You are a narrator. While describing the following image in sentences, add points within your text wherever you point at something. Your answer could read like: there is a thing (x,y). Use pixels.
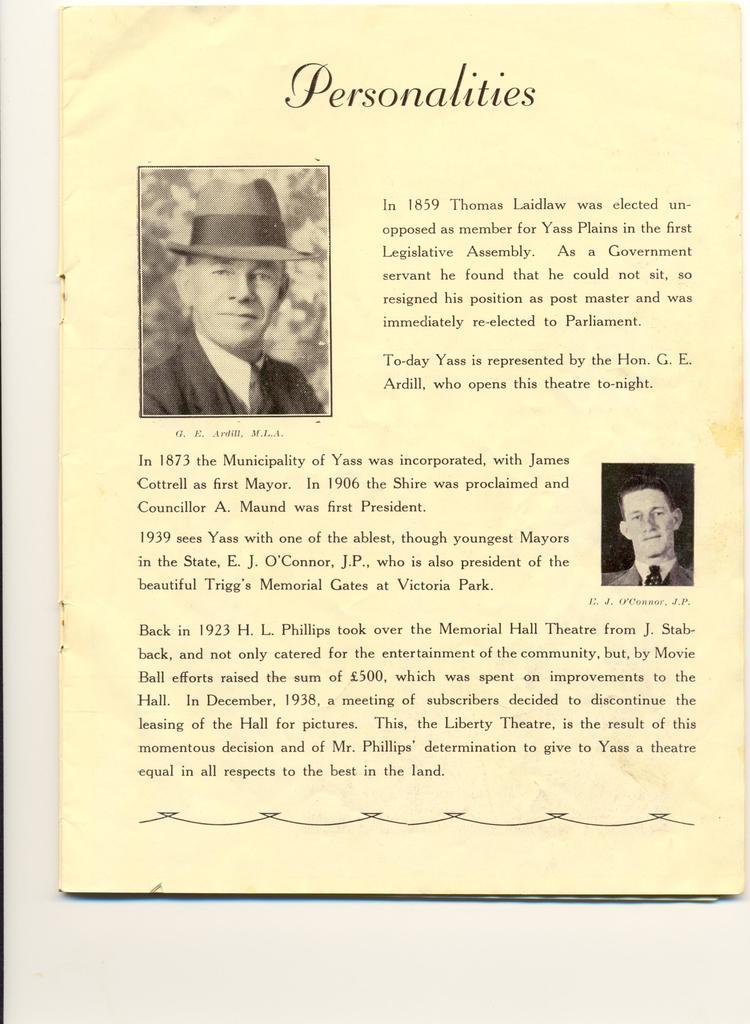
In the picture I can see the paper (208,785) placed on the white surface (80,926) on which I can see some printed text (542,382) and images (239,337) of two persons (623,526).
